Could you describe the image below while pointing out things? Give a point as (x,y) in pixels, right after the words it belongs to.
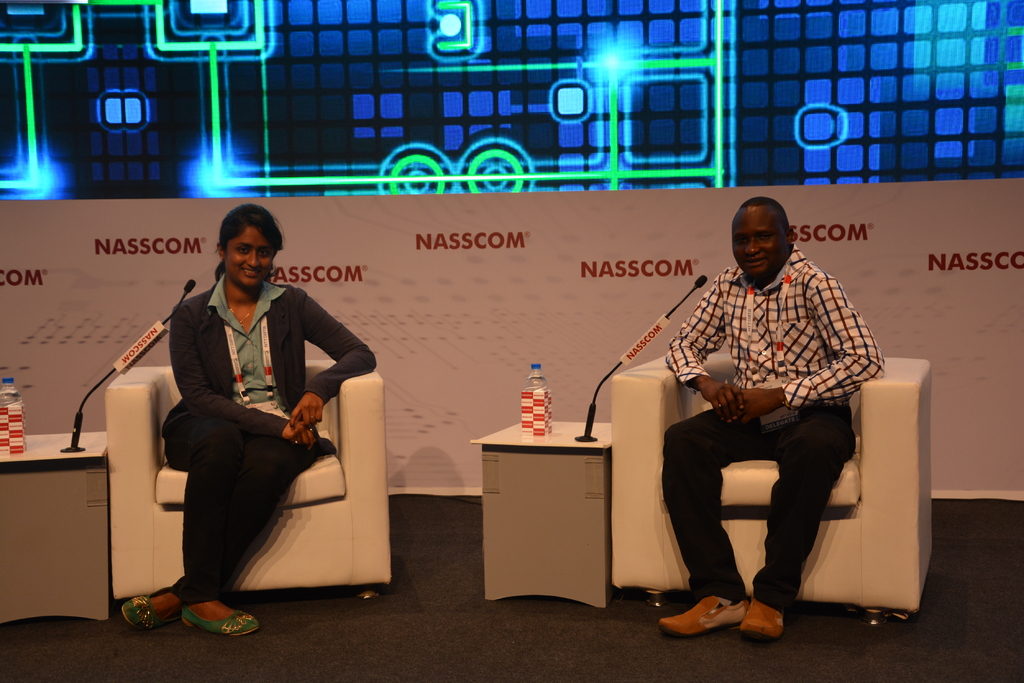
In this image we can see two persons (314,381) sitting in chairs (263,564) placed on the ground (330,603). One woman (252,372) is wearing a coat (290,342) and ID card (269,407). To the left side of the image (82,454) we can see a table (102,448) on which a microphone (148,336) and a bottle (18,432) is placed. In the background (85,420), we can see a wall (548,253) with some text (645,266) and a screen (710,113).
